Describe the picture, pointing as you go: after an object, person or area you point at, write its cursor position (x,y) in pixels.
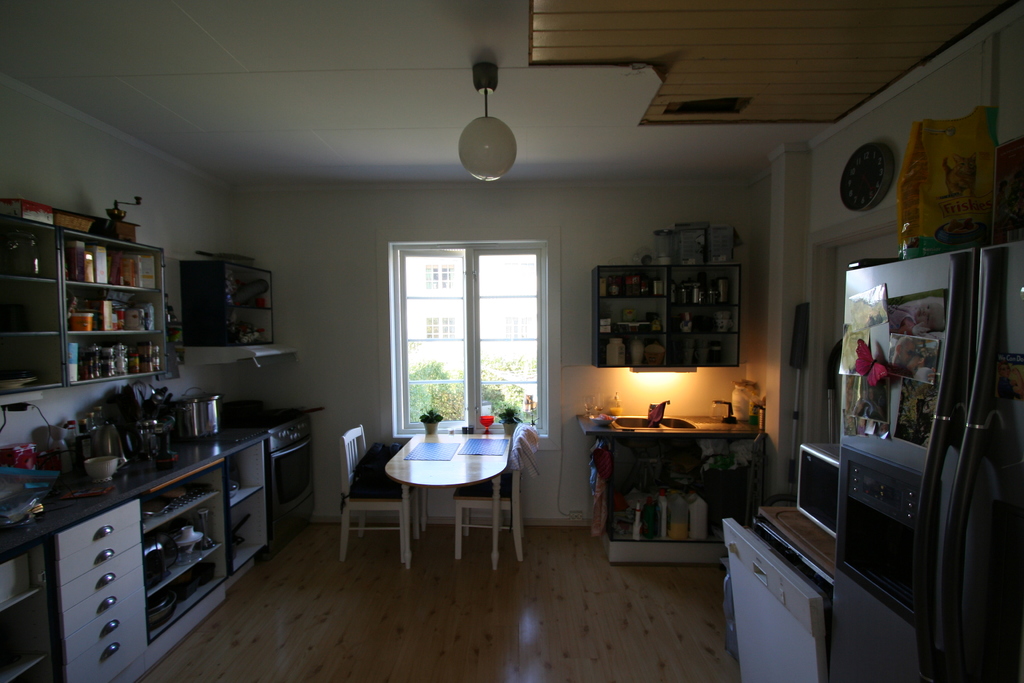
In this picture there is a refrigerator (975,251) on the right side of the image (934,637) and there is a desk (107,675) on the left side of the image (227,490), on which there are utensils (301,411), there is a table (444,439) and chairs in the center of the image (492,438) and there is a window (531,290) in the center of the image (530,395), there is a sink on the right side of the image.
